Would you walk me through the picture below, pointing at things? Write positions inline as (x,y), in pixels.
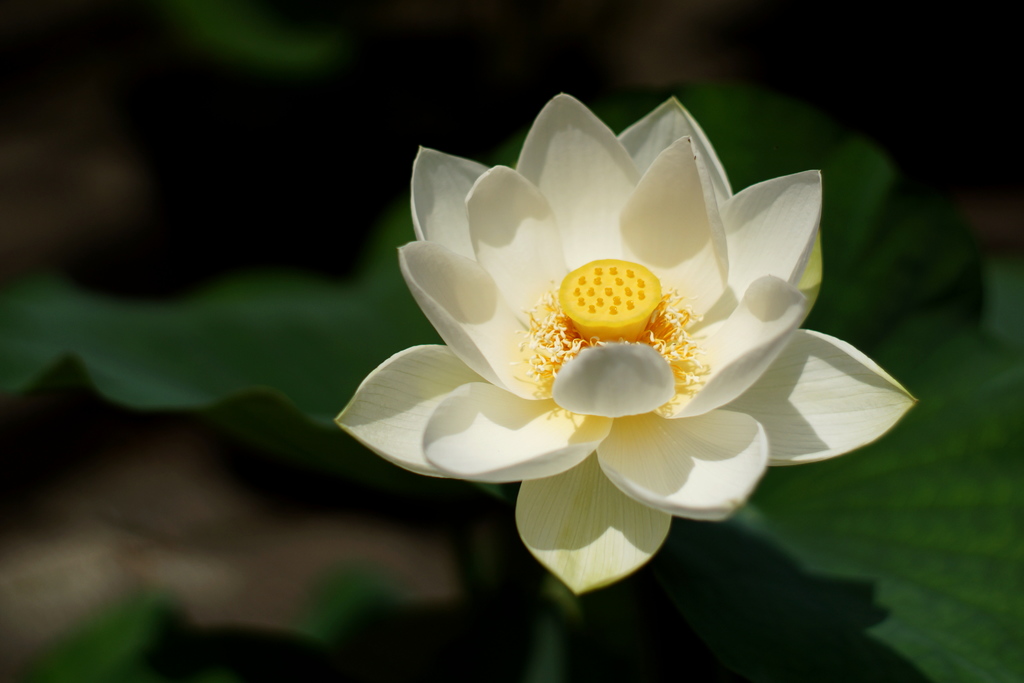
There is a white color flower (601,394) present in the middle of this image (496,377).
